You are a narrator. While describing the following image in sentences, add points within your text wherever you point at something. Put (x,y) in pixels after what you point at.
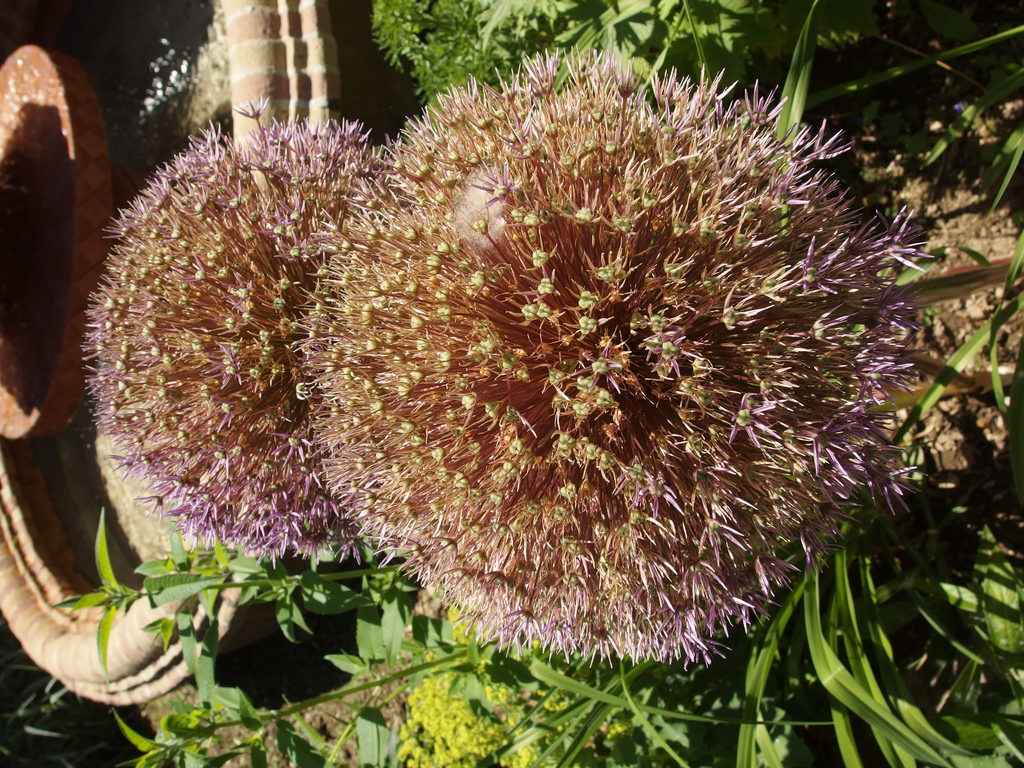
In this image, we can see flowers (453,245), leaves (560,42) and plants (788,701). Left side of the image (4,299), there is a water fountain (16,429) with water (171,126).
